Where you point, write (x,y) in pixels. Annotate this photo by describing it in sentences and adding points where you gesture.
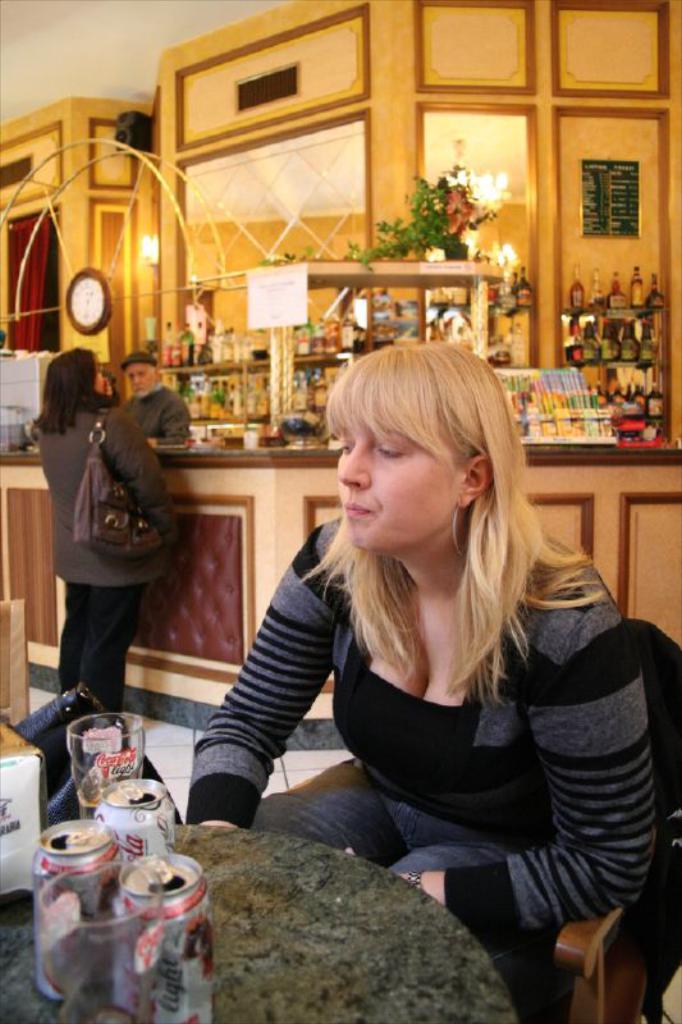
In this image we can see a woman (334,541) sitting and in front of her there is a table (227,875) and on the table (255,993) we can see a glass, tins (150,992) and some other objects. In the background (219,614), we can see some people (157,518) and there is a table (237,451) with some objects (535,375) and we can see some racks (633,316) with bottles (635,339), flower vase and some other things (349,357). We can see a board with text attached to the wall (227,79) in the background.
